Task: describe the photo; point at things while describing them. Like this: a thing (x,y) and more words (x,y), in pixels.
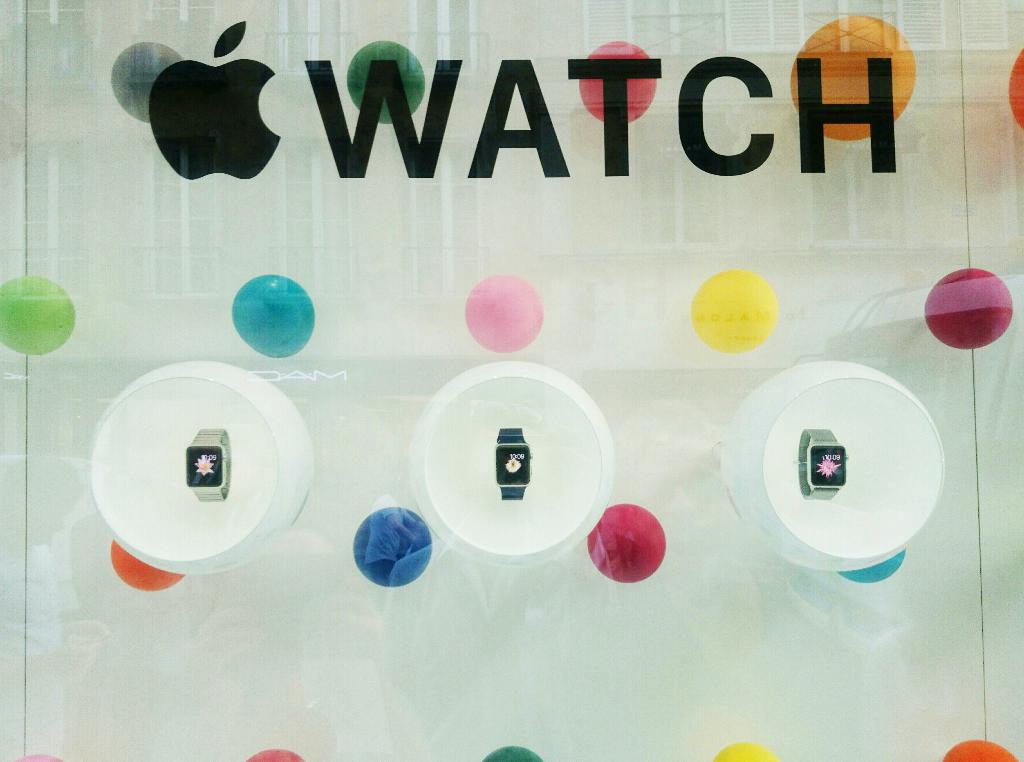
In this picture we can see few watches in objects (819,564), here we can see some text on the glass (767,532).
